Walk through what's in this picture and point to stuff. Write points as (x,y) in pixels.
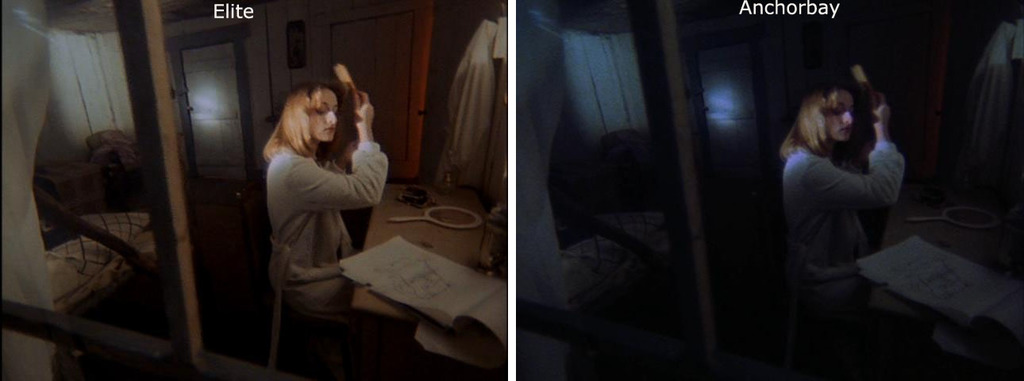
there are 2 images. on the left (245,200) image elite is written, on the right (721,19) image anchor bay is written. the image at the left (274,78) is bright and the image at the right (780,168) is dark. on the right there is a table (401,234) on which there is a book (399,248) and other objects (411,202). a person (328,215) is sitting wearing a white dress (325,184) and combing her hair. behind her there are doors (387,100) and a dress (472,84) is hanging on the right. at the left (77,233) there is a bed (105,219).
